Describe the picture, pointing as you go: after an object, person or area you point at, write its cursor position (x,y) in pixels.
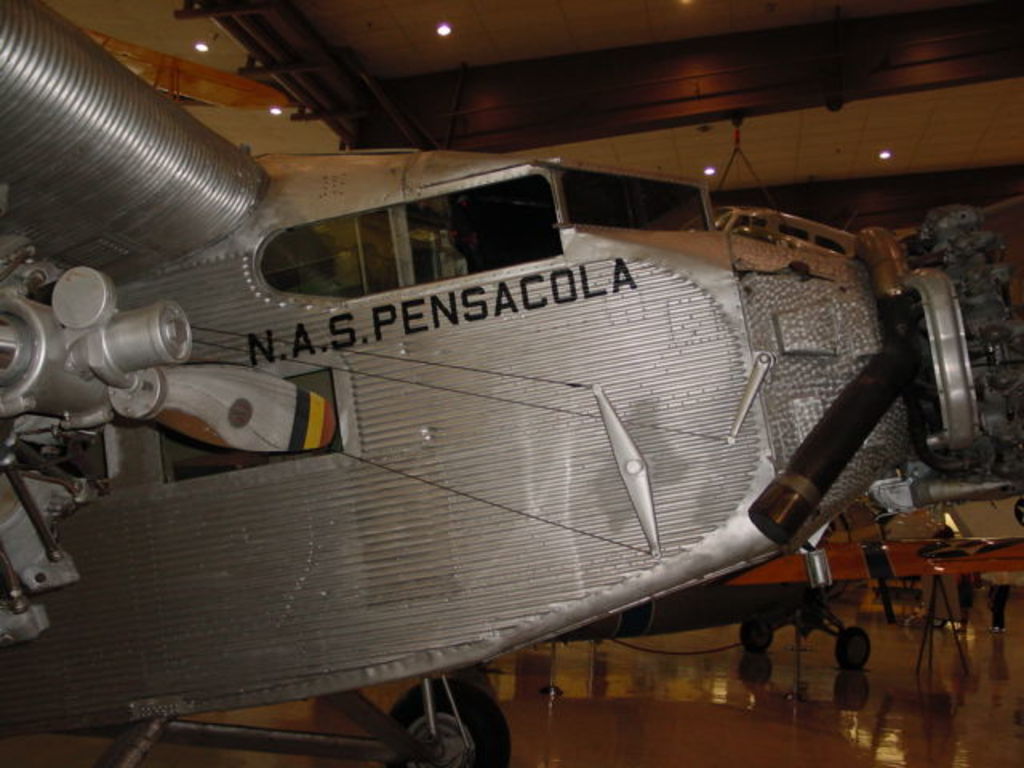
In this image, we can see a silver color object (317,407), there are three black color wheels (457,753).
